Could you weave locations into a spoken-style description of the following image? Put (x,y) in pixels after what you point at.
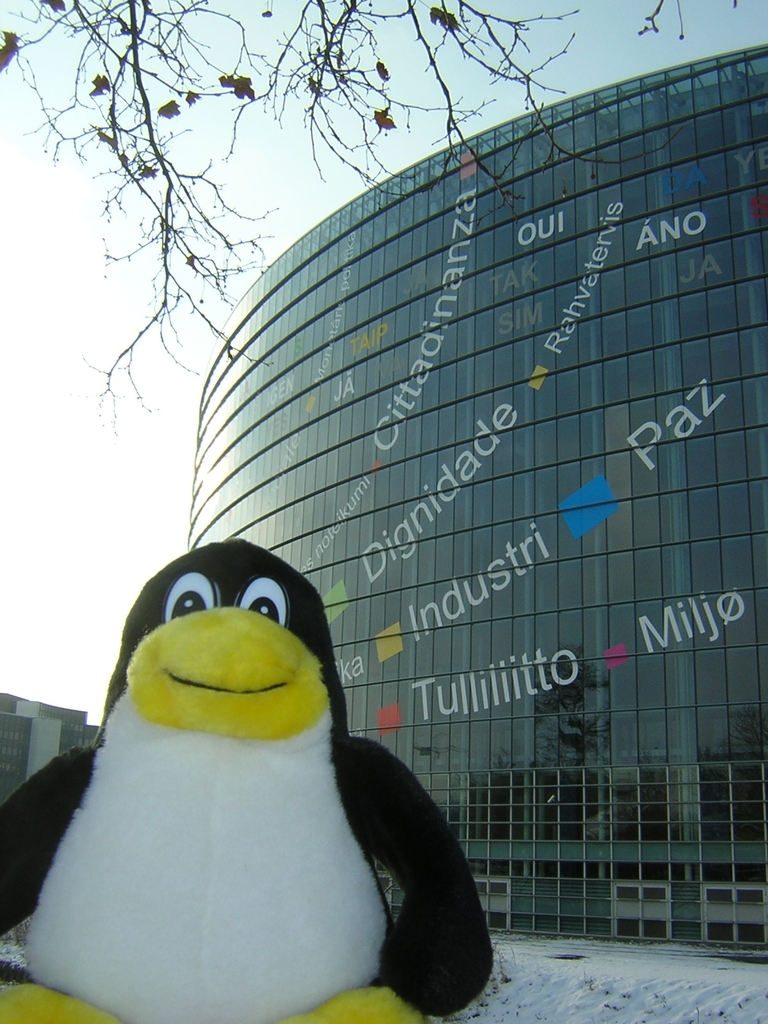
In the image we can see there is a toy of penguin (246,789) standing on the ground (590,996) and the ground (585,996) is covered with snow (588,981). Behind there is a building (387,395) and there is a tree (237,215) on the top (131,5).
